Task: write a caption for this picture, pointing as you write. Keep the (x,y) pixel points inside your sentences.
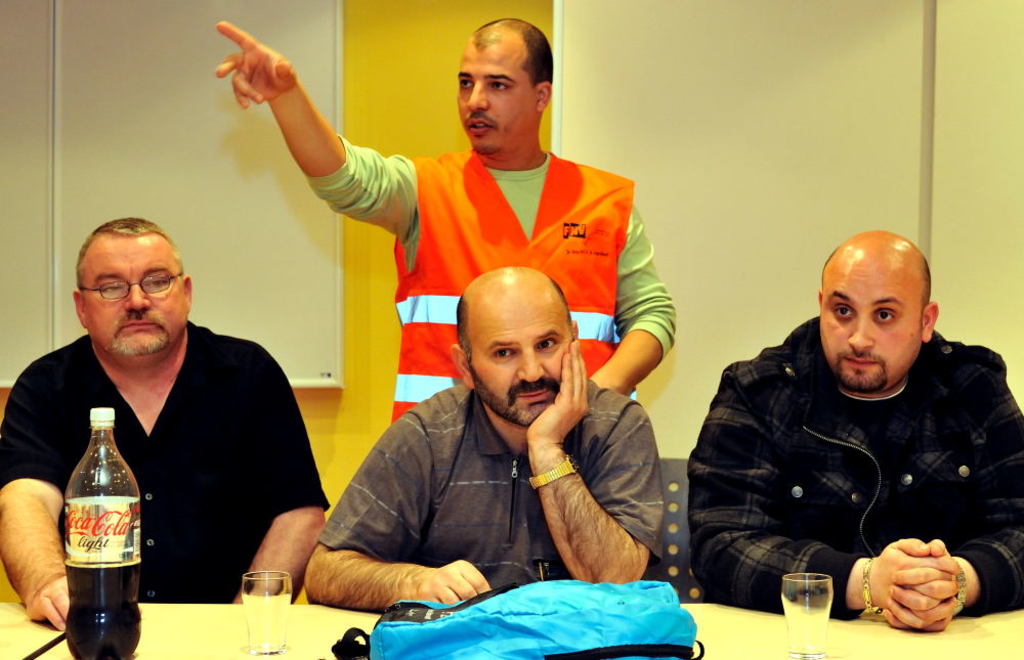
There is a room (411,258). There are three persons (773,347) are sitting on a chairs (673,483). In the background (618,360) we have a person (631,331). He is standing and he is wearing a red color jacket (453,195). There is a table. There is a glass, bottle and bag (385,616) on a table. We can see in background (259,320) whiteboard (147,169) and yellow color wall (375,229).
